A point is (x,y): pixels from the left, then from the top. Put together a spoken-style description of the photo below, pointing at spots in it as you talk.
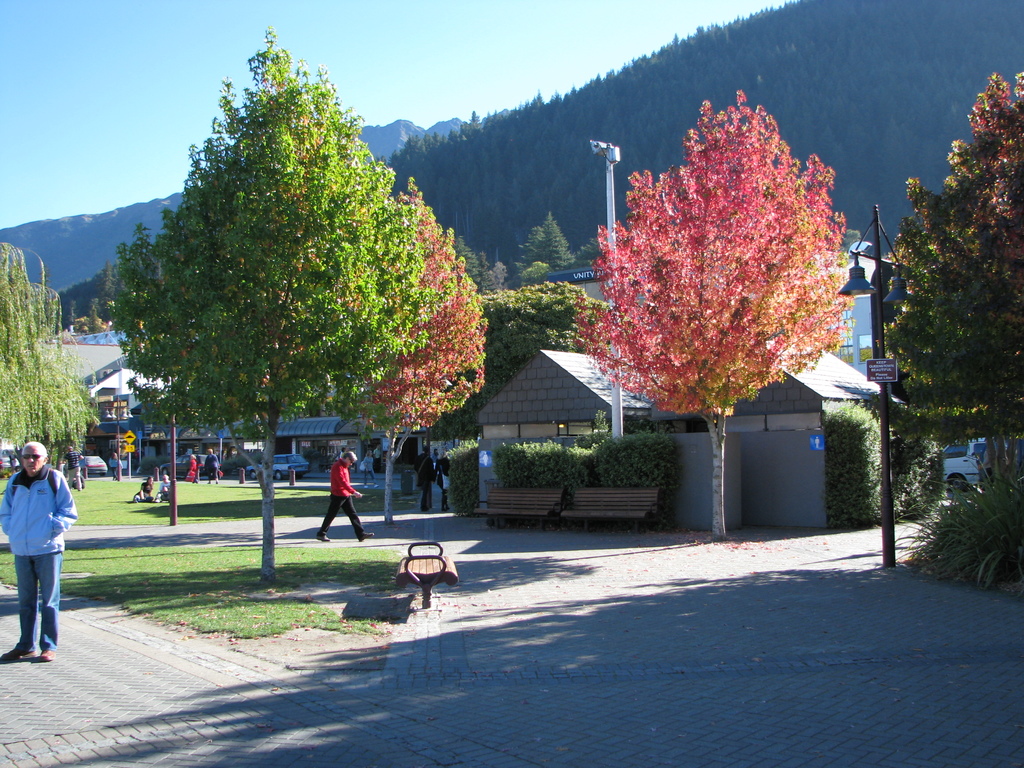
In this image in front (645,647) there is a road (668,615) and people (59,541) are walking on the road (280,523). At the back side (304,462) there are cars (279,463) parked on the road (280,482) and we can see signal boards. In front of the image there are benches (427,578), street lights (875,264). At the bottom of the image (352,619) there is grass (366,493) on the surface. In the background of the image (438,159) there are trees (427,257), buildings (562,355), mountains (65,233) and sky (121,98).
